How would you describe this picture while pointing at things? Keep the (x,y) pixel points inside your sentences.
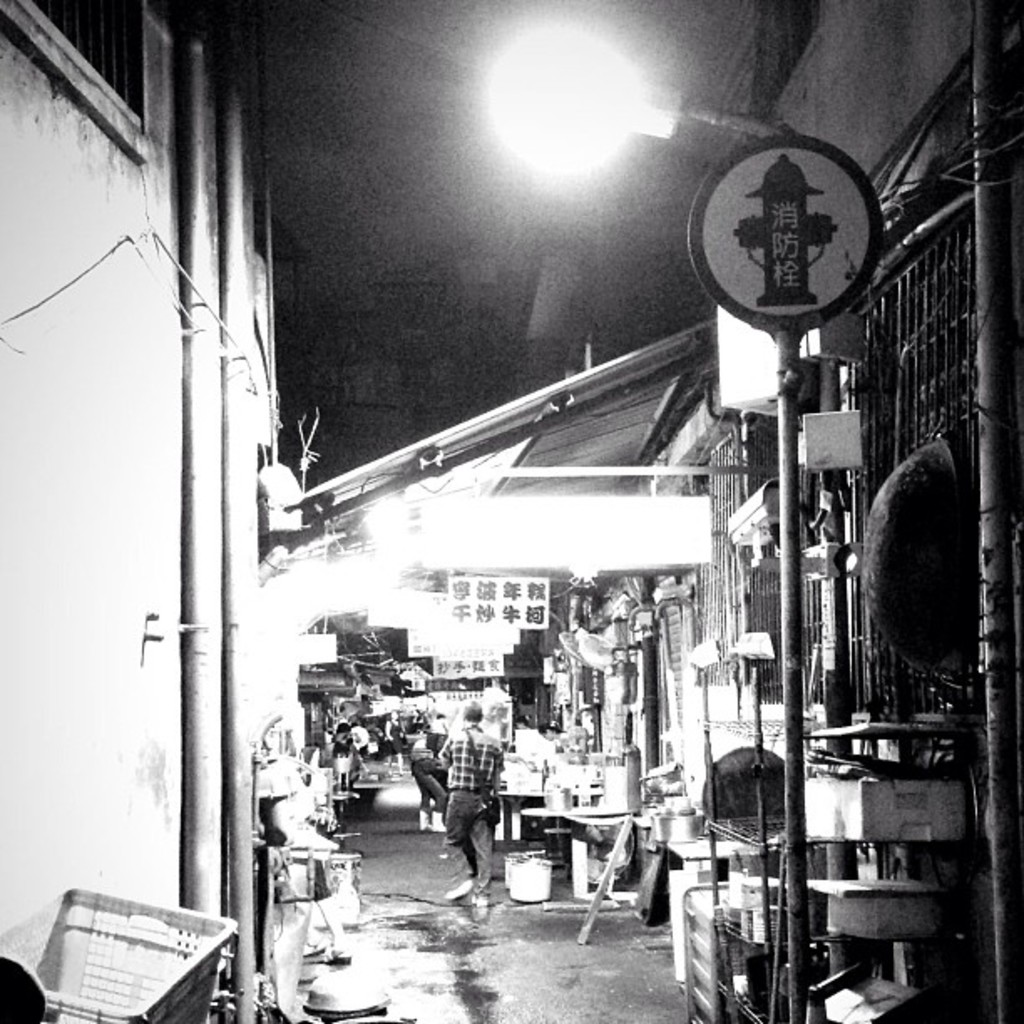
This image is clicked on the road (463,961). At the bottom (447,948), there is a road (432,837). In the front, there are few persons (481,823). On the left (217,612) and right, there are buildings (874,712). And many things (745,924) are kept on the road (432,851). It looks like a shop (433,617). At the top (527,53), there is a shed (411,462) along with the light (537,163). On the right (783,184), there is a board (778,159).
